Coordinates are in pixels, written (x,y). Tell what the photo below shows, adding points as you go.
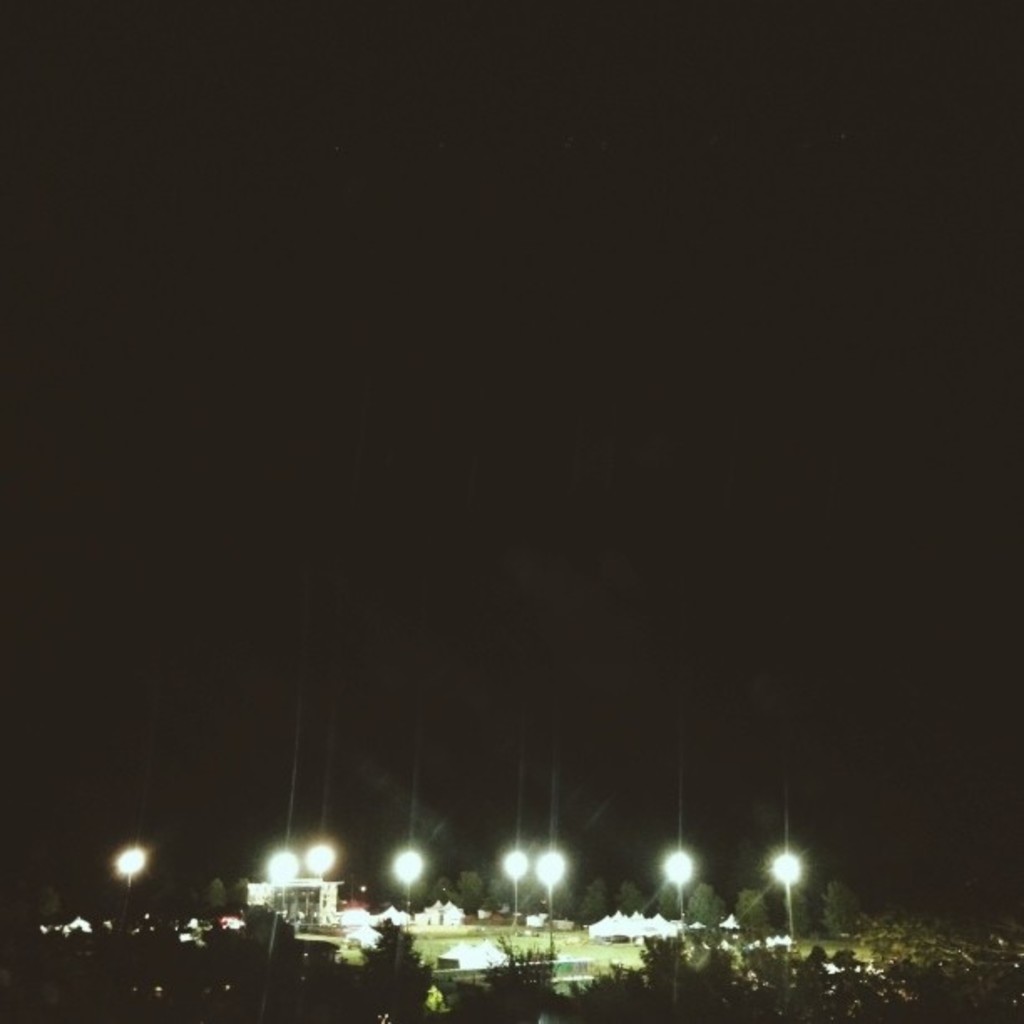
In this image I can see at the bottom (813,1010) there are trees (581,1018), lights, buildings (431,915). At the top (506,325) it is the sky (506,412) in the nighttime.
